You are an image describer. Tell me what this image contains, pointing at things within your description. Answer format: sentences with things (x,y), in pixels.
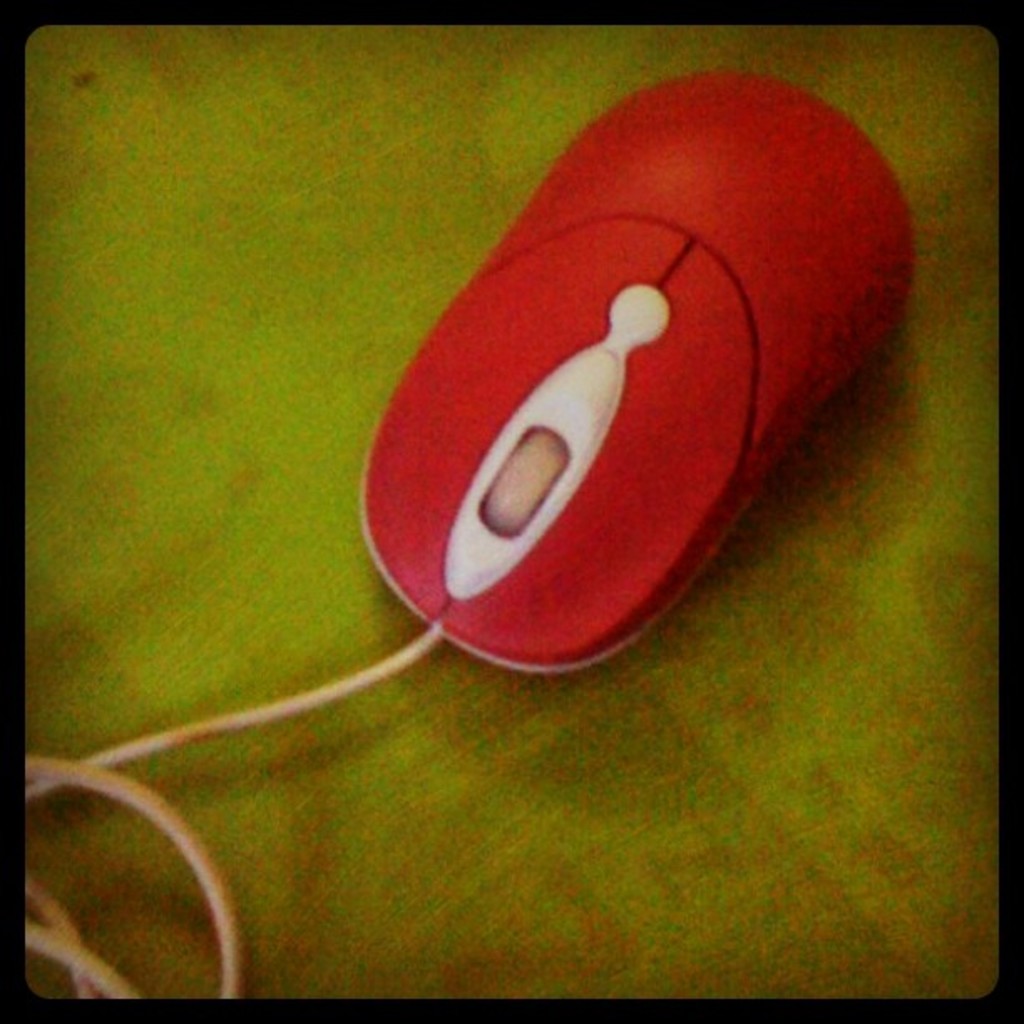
In this image there is a table (702,749) with a mouse (443,582) and a wire (117,753) on it.
